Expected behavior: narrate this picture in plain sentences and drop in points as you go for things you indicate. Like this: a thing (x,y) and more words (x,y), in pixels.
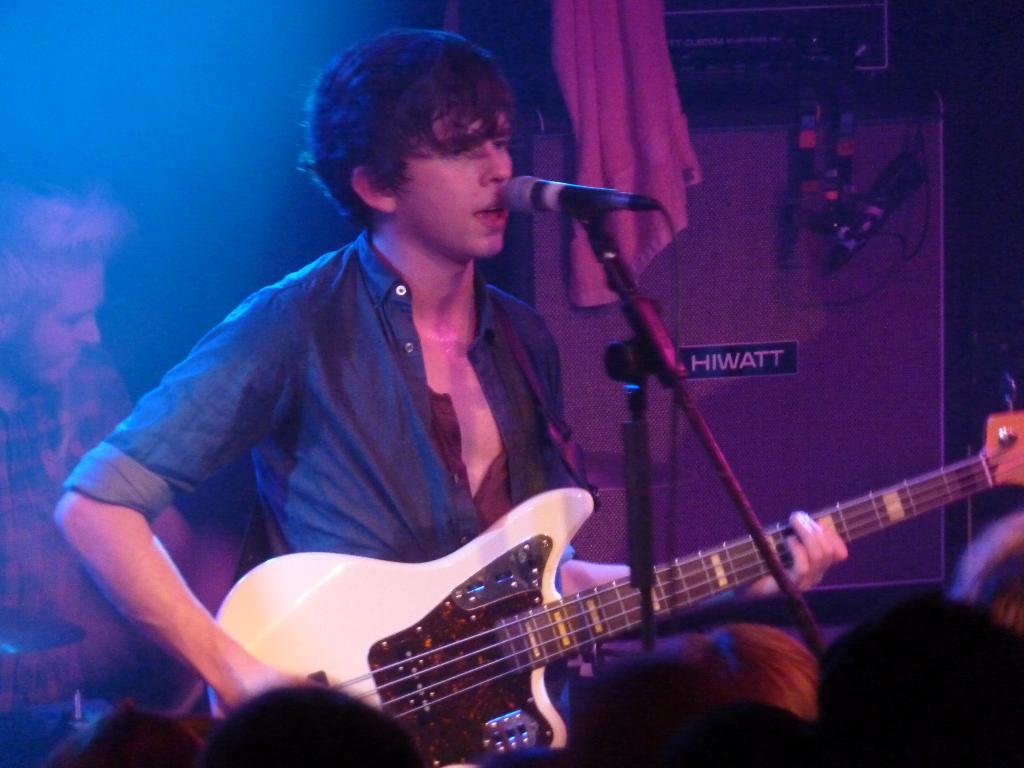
In this picture there is a man (456,70) who is wearing shirt (541,381) and trouser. He is playing guitar (984,481) and singing on the mic (557,205). On the left (94,227) we can see another man (0,313) who is playing the drums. At the bottom (240,737) we can see the audience (689,685). In the background (869,276) we can see the musical instrument (765,141) and the towel (636,61).
